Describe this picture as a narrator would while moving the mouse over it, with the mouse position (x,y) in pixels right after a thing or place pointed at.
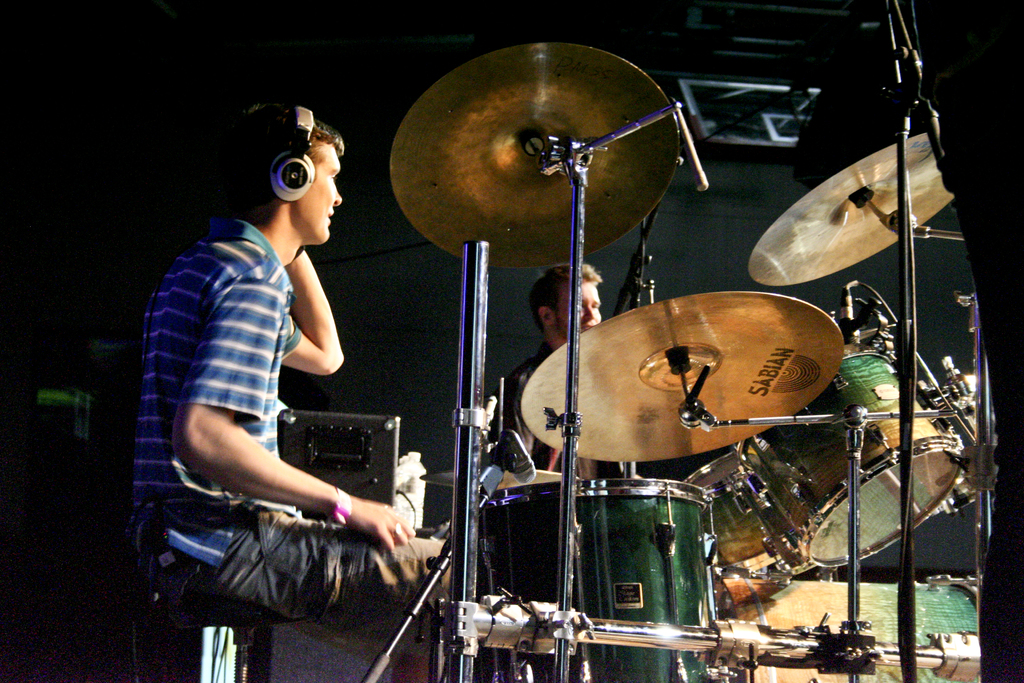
Here we can see a man (363,510) sitting on a chair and on the right (699,532) we can see drums (869,373) and musical instruments (626,386) and a man (549,296). On the left (294,463) we can see a box (286,449) and other objects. On the right (747,123) at the top corner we can see an object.
